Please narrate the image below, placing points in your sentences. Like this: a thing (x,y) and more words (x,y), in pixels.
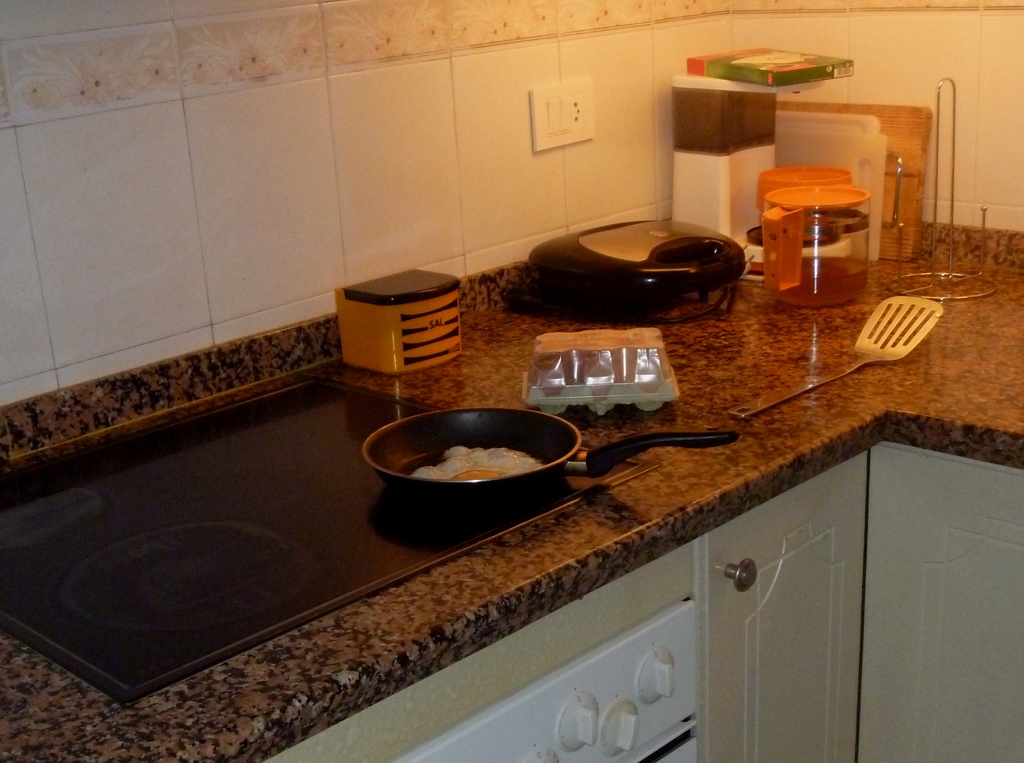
In the center of the image (579,500) we can see one table (683,510), one oven (661,660) and cupboards (966,617). On the table (777,441), we can see one electric stove (375,570), one pan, jars (789,228), boxes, containers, one black color object (688,267) and a few other objects (877,240). In the pan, we can see some food item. In the background (556,197) there is a wall (502,163) and a switchboard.
